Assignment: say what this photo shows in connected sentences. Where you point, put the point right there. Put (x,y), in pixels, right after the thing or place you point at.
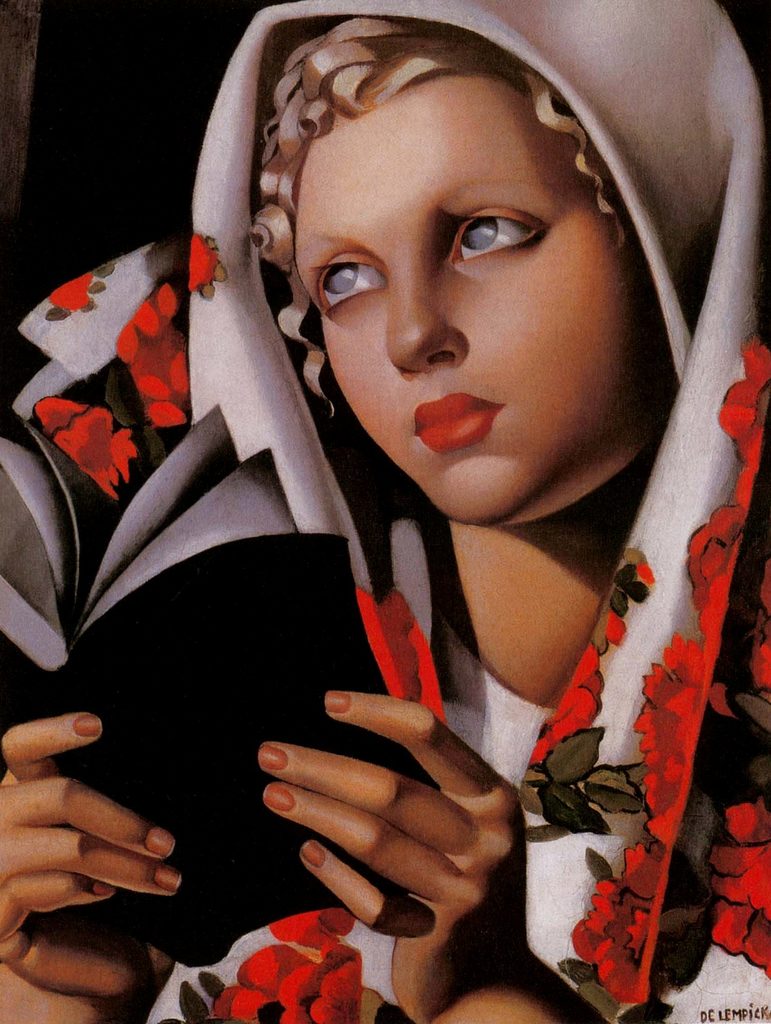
In this image, we can see a painting (537,736) of a person (547,784). We can see a person (505,703) holding a book (260,738). In the bottom right corner (743,1017), there is a text (768,1010).
